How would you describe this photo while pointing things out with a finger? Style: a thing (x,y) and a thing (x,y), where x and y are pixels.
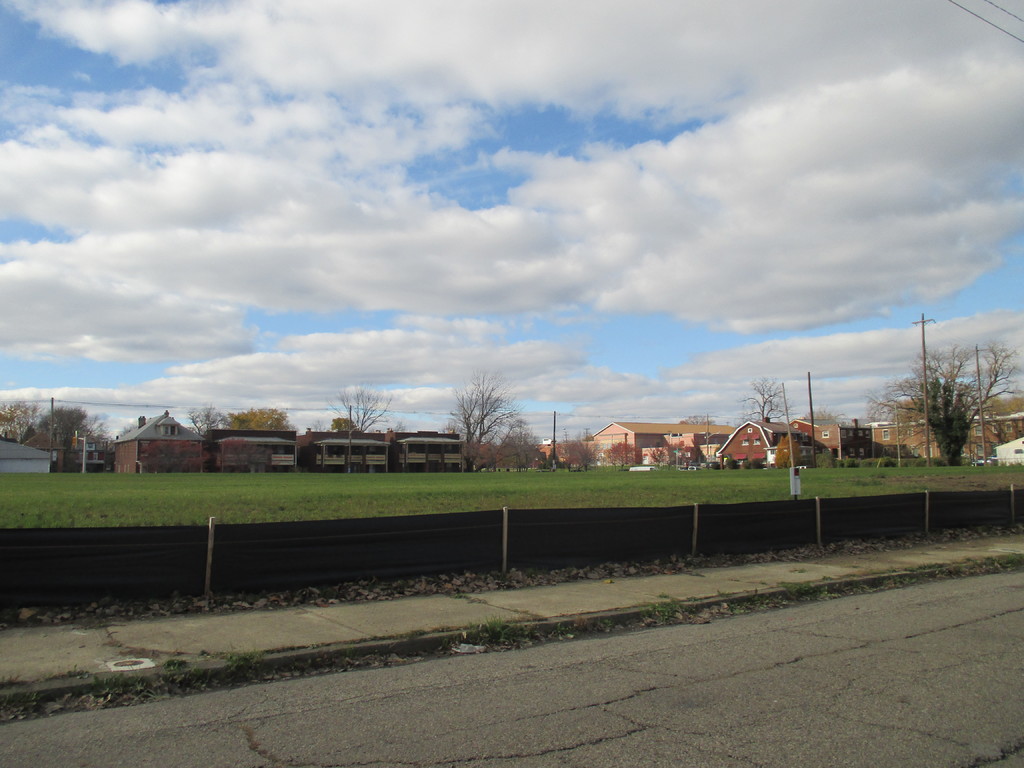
In front of the image there is a road (463,679), beside the road (483,679) there is pavement (245,623), beside the pavement (277,618) there is a wooden fence (489,551), on the other side of the fence (512,522) there is grass (437,495), in the background of the image (905,451) there are trees (938,391), houses (134,436) and electric poles (927,402) with cables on it and there is a sign board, at the top of the image (324,248) there are clouds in the sky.
